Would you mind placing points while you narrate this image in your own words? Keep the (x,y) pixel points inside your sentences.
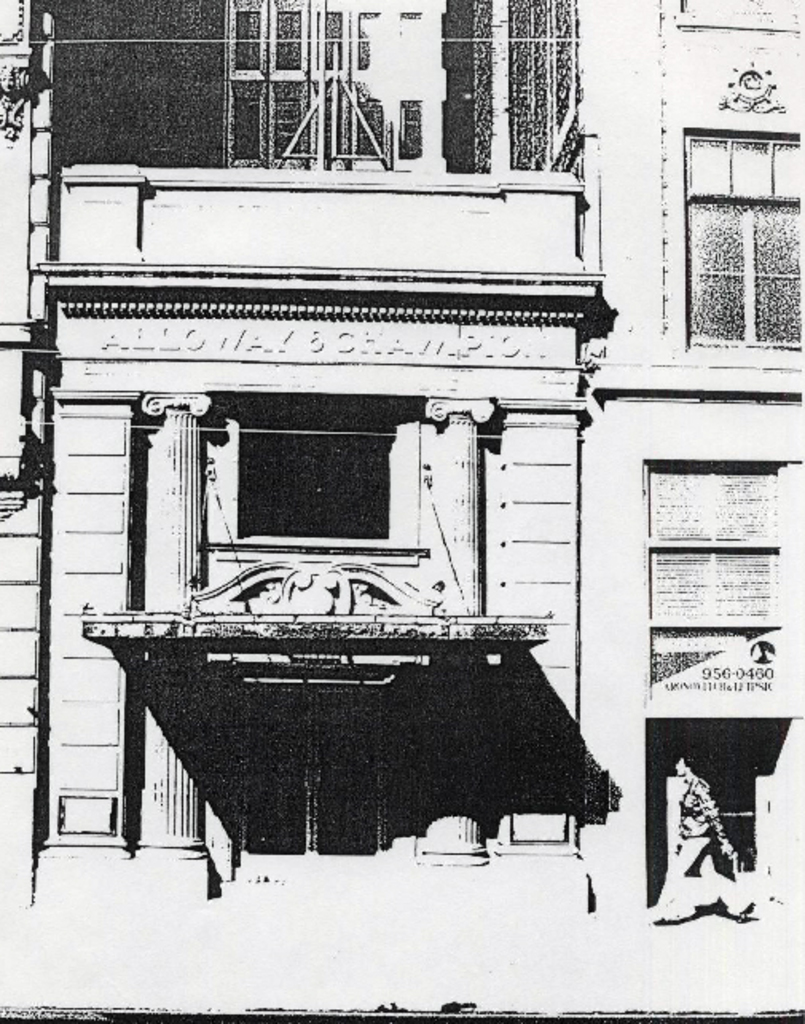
This is a black and white image. In the image there is a building (513,475) with walls (474,331), windows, roofs (532,306) and pillars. And also there is name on it. And also there is a person (678,879) walking.
